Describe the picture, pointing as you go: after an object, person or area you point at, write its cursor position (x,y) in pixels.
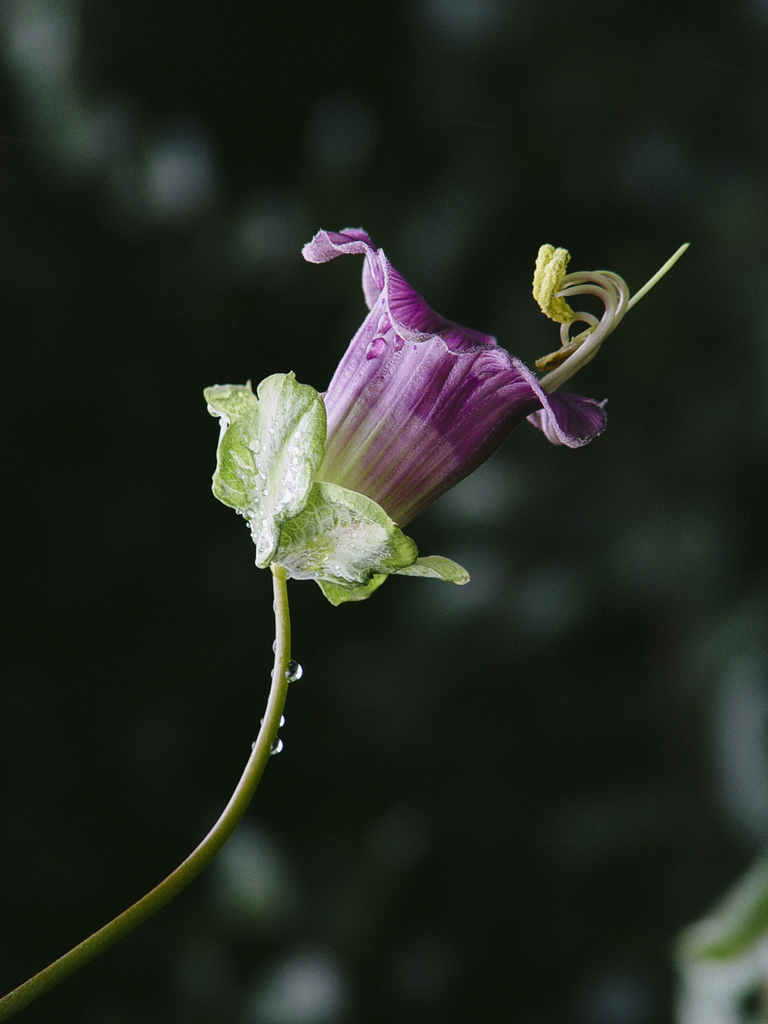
In this picture we can observe a purple and green color flower (373,466). We can observe a flower (558,300). The background (522,265) is completely blurred.
